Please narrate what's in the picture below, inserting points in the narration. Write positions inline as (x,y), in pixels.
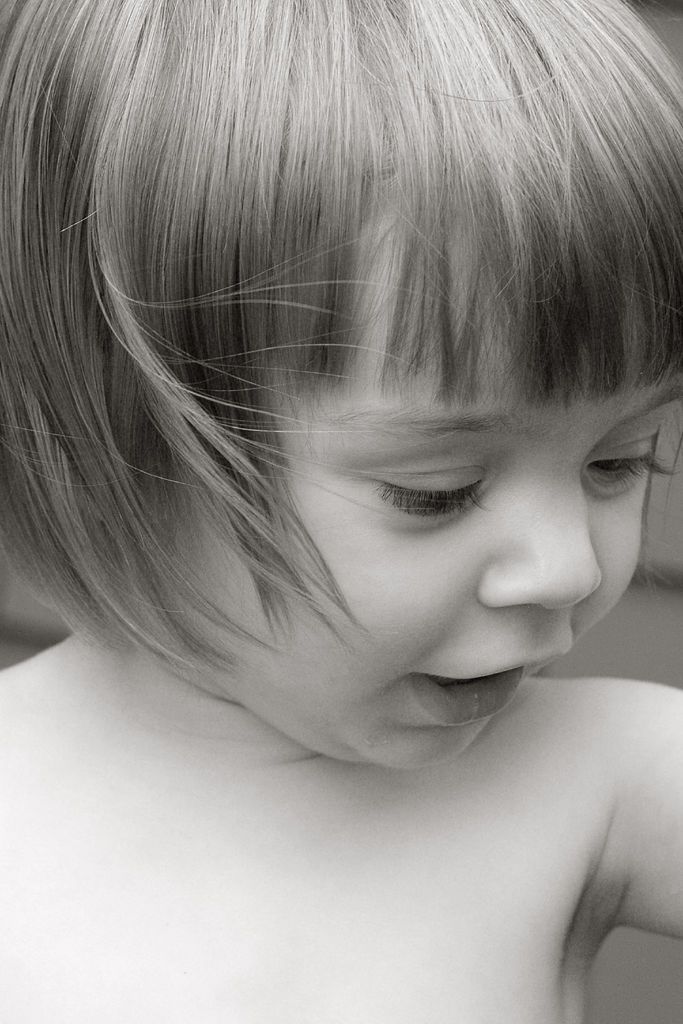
A beautiful girl (421,683) is talking, it is in black and white color.
